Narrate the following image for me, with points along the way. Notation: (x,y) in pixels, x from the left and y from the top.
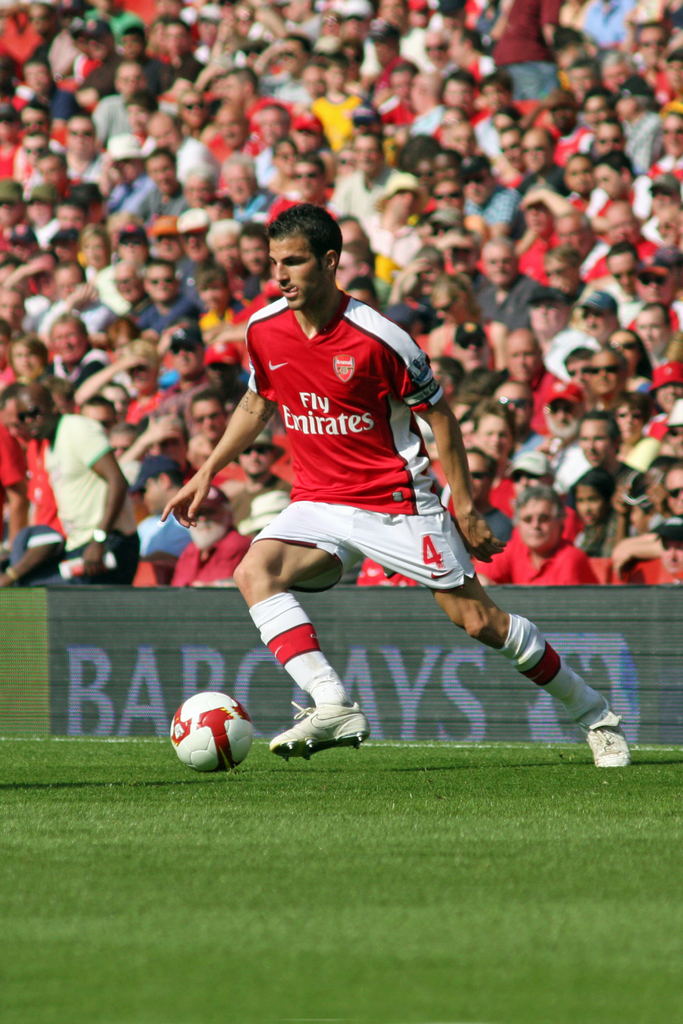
Land (422,797) is covered with grass (346,801). In-front of this person (298,266) there is a ball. These are audience (640,387).
